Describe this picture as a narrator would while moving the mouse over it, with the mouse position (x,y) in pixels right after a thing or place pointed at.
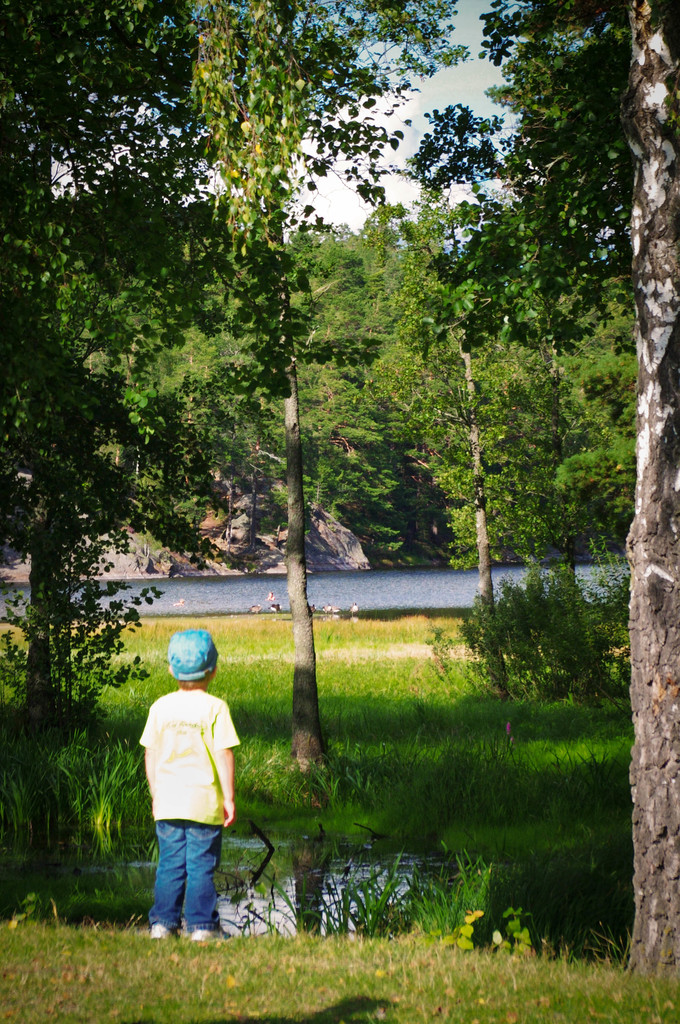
In this picture there is a kid (201,708) standing and wore cap (206,639) and we can see grass (360,957), plants (357,927) and trees (465,521). In the background of the image (409,155) we can see the sky (395,181).
